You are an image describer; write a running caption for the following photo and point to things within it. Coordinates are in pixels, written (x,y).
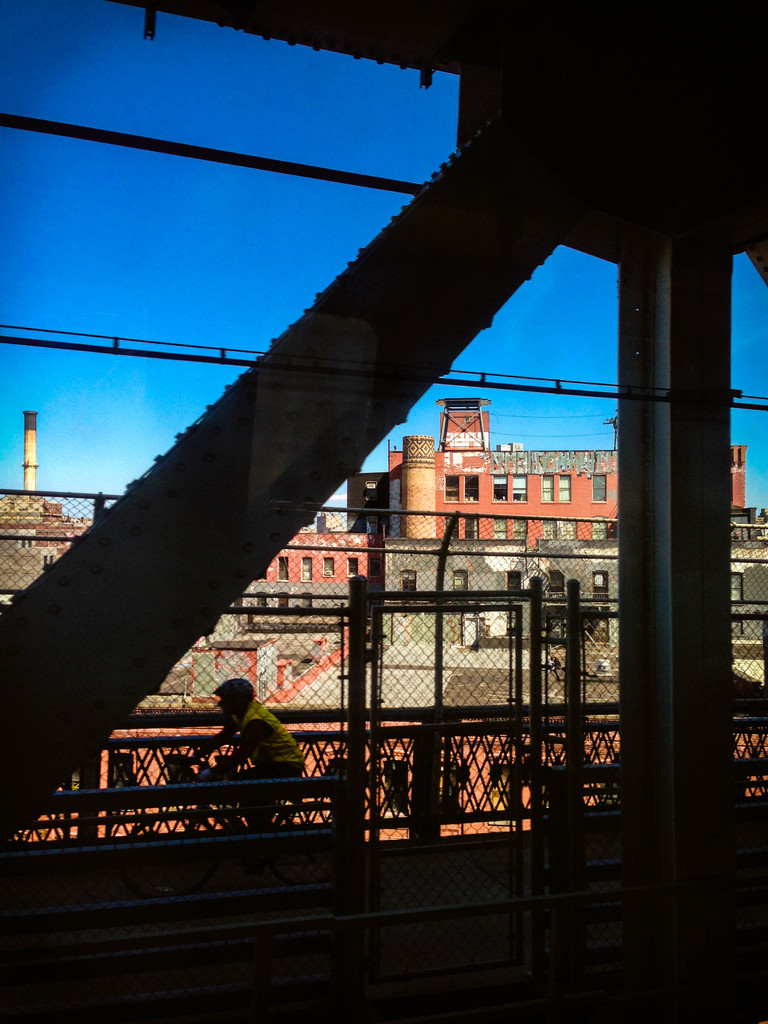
In this image, we can see pillar (649,445), mesh (120,891), rods (260,787), buildings (208,670) and wires (336,371). Here a person (259,747) is riding a bicycle (252,833). Background (144,239) there is the sky (272,242).
